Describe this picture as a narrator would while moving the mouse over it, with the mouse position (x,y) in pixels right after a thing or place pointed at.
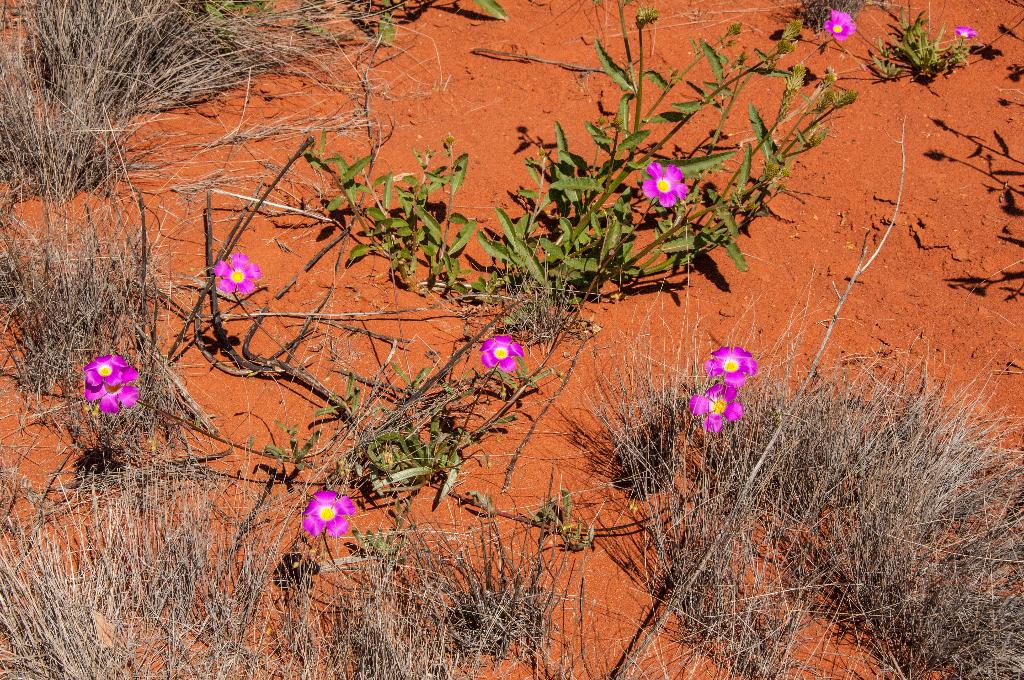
In the image there is red soil (887,115) and on the soil (406,360) there are flower plants (624,174) and dry grass (89,623).
